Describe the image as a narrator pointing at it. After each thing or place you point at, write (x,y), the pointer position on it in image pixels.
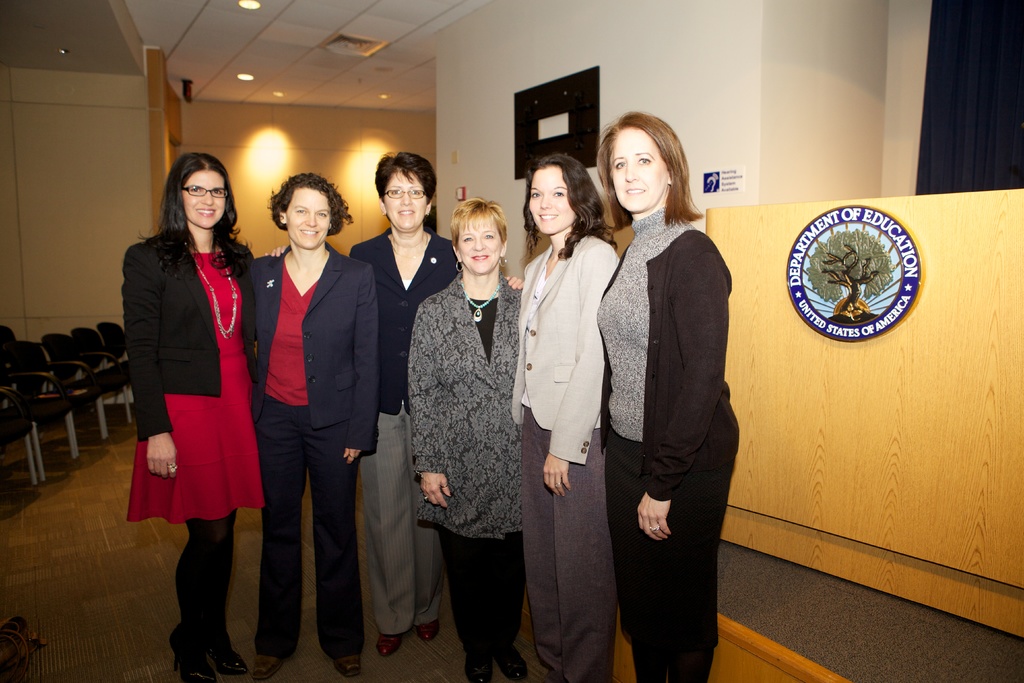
In this image we can see a group of women (432,307) standing on the floor (250,583). We can also see some chairs (51,406), lights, a logo (804,313) with some text (801,310) on a wall (788,307) and a roof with some ceiling lights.
